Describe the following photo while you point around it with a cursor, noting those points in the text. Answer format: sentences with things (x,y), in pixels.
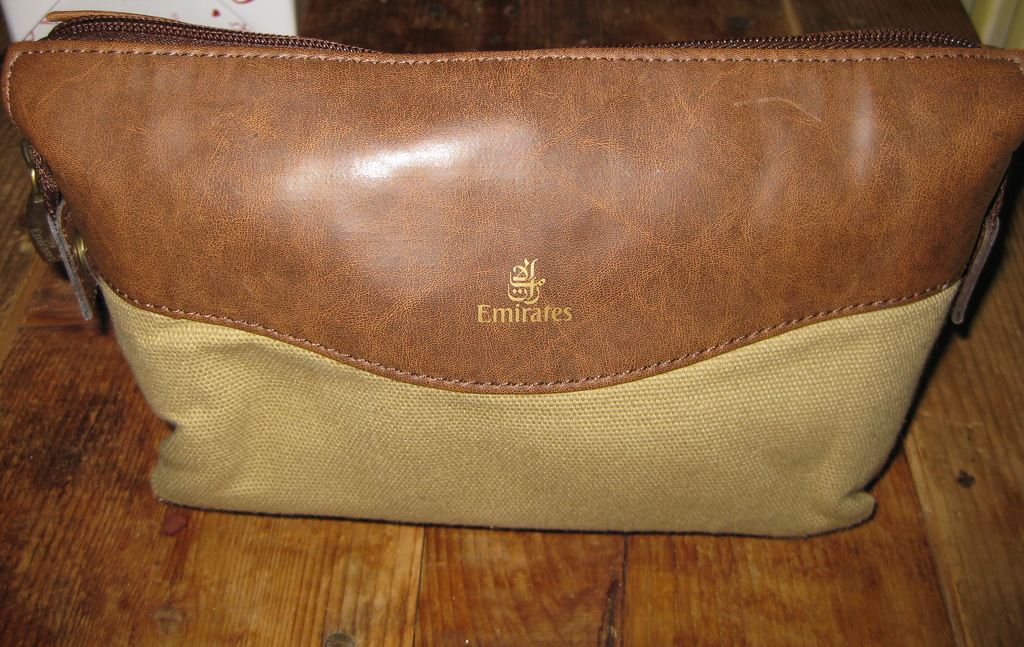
This picture is mainly highlighted with a handbag (505,394) on the table (500,550).
